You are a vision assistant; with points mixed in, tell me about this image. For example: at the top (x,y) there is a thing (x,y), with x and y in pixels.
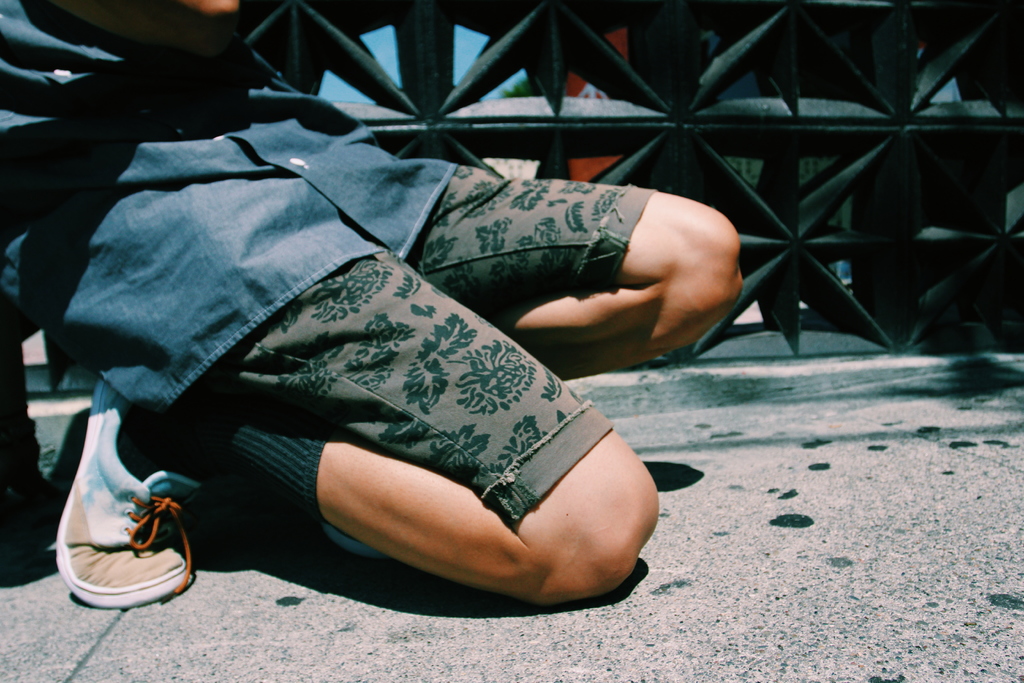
This image consists of a man (429,415) sitting on the knees (632,532). At the bottom (460,627), there is a road (332,552). In the background (747,72), we can see a railing (911,159) in black color. He is wearing a blue shirt (59,196).
